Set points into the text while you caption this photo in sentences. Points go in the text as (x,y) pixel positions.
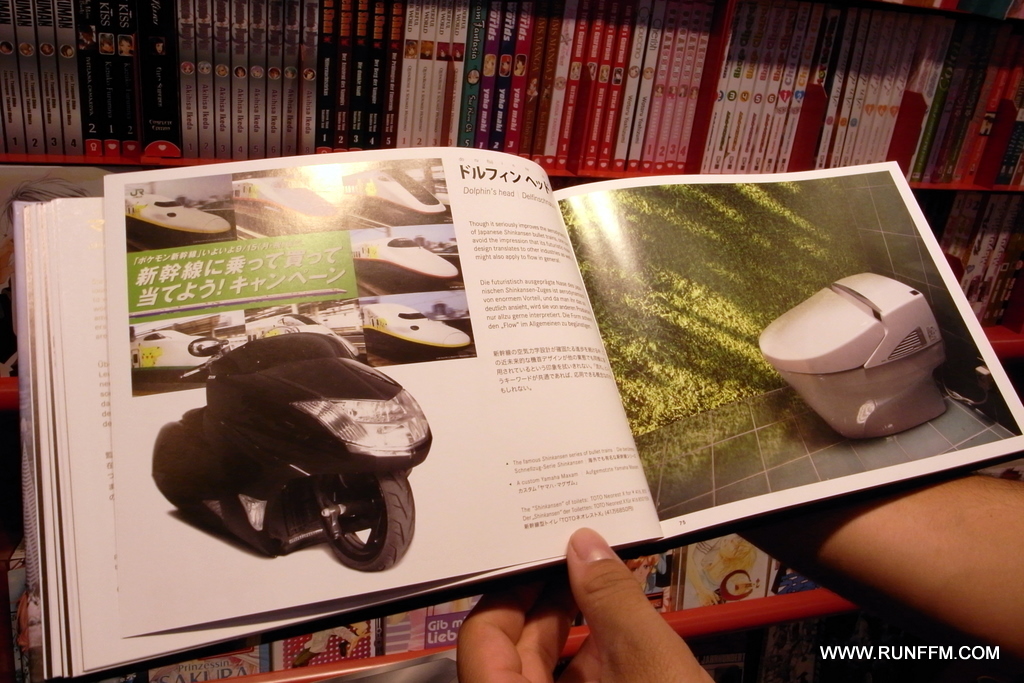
In this picture I can see a human (795,535) holding a book (356,369) and I can see some text (486,239) and pictures (699,473). I can see few books (602,147) on the shelves (648,105) and text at the bottom right corner of the picture (949,653).
